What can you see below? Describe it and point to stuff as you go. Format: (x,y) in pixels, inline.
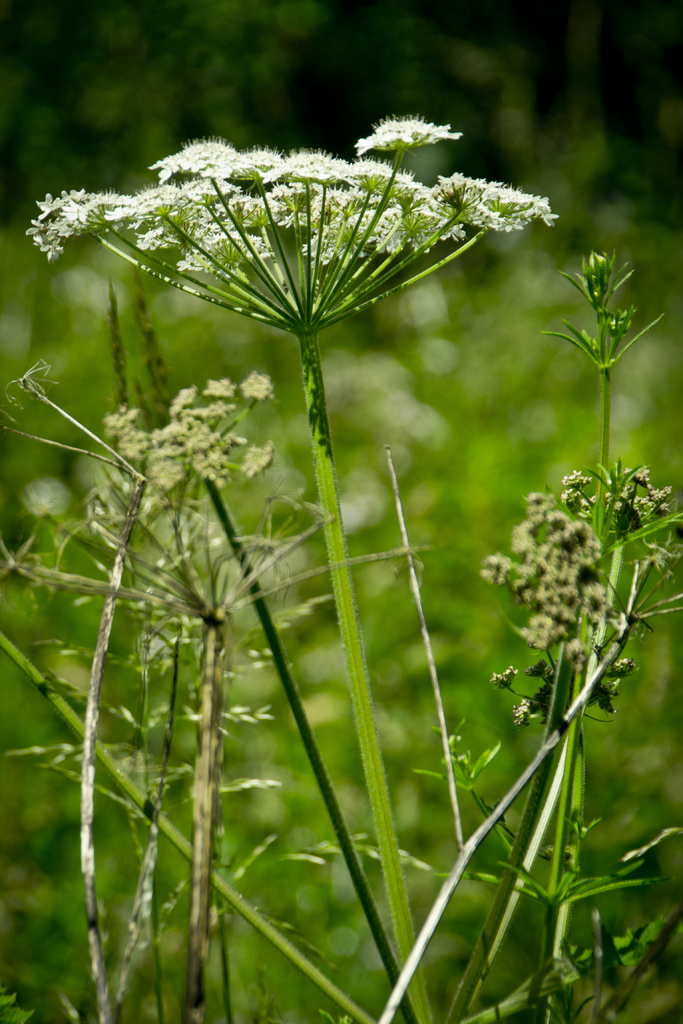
In the image I can see plants (277,288). The background of the image (338,691) is blurred.
